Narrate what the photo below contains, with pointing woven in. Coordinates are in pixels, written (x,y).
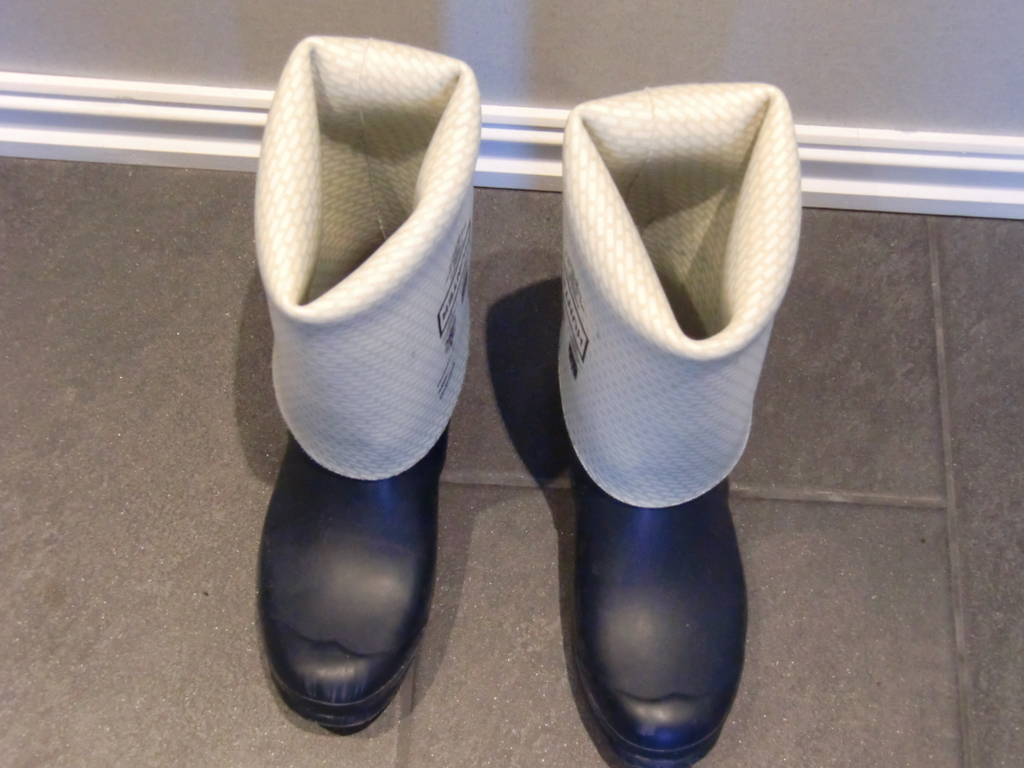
In the image there are two boots (579,322) on the floor (482,358) in front of a wall (549,33).
